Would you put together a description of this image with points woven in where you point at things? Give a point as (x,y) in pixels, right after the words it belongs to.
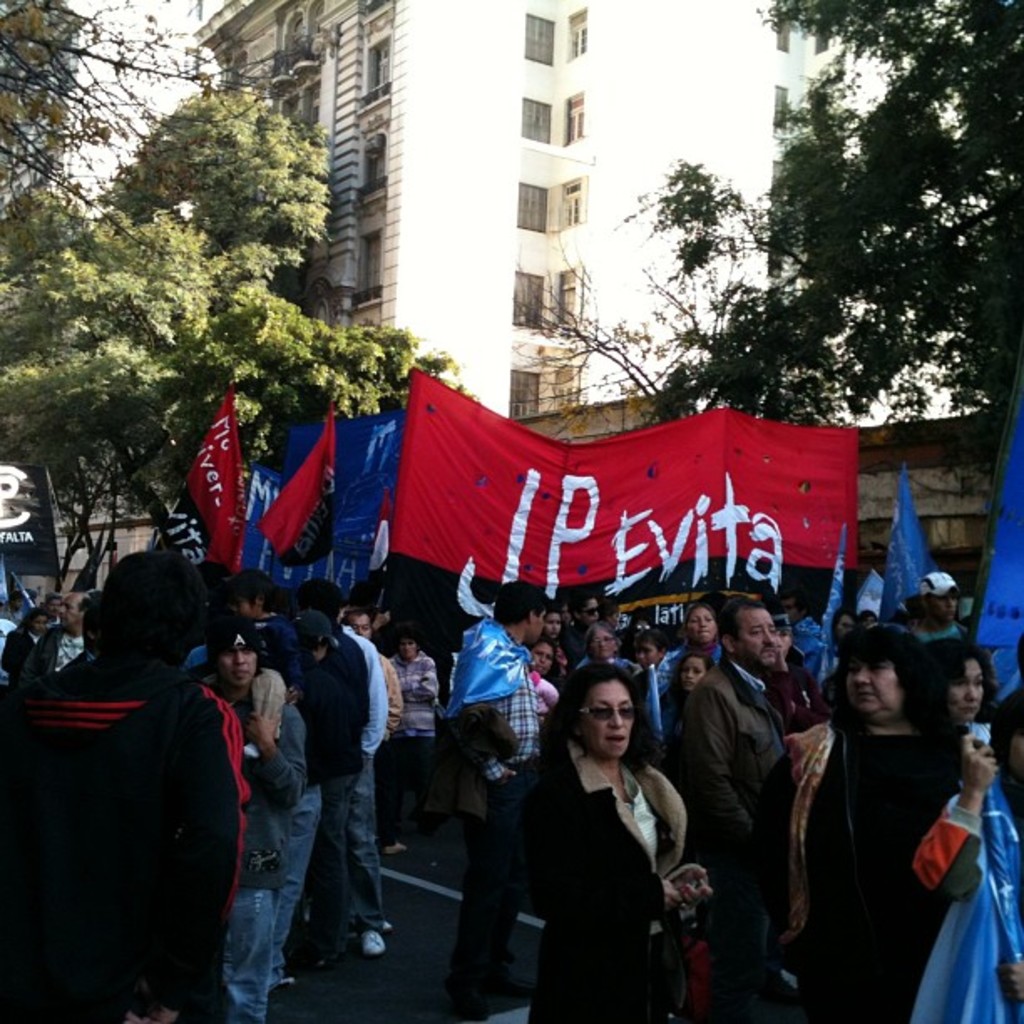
In this image there are group of persons (398,675) standing and walking holding banners (410,513) with some text (655,529) written on it. In the background (312,385) there is a building (414,155) and there are trees (883,223).
